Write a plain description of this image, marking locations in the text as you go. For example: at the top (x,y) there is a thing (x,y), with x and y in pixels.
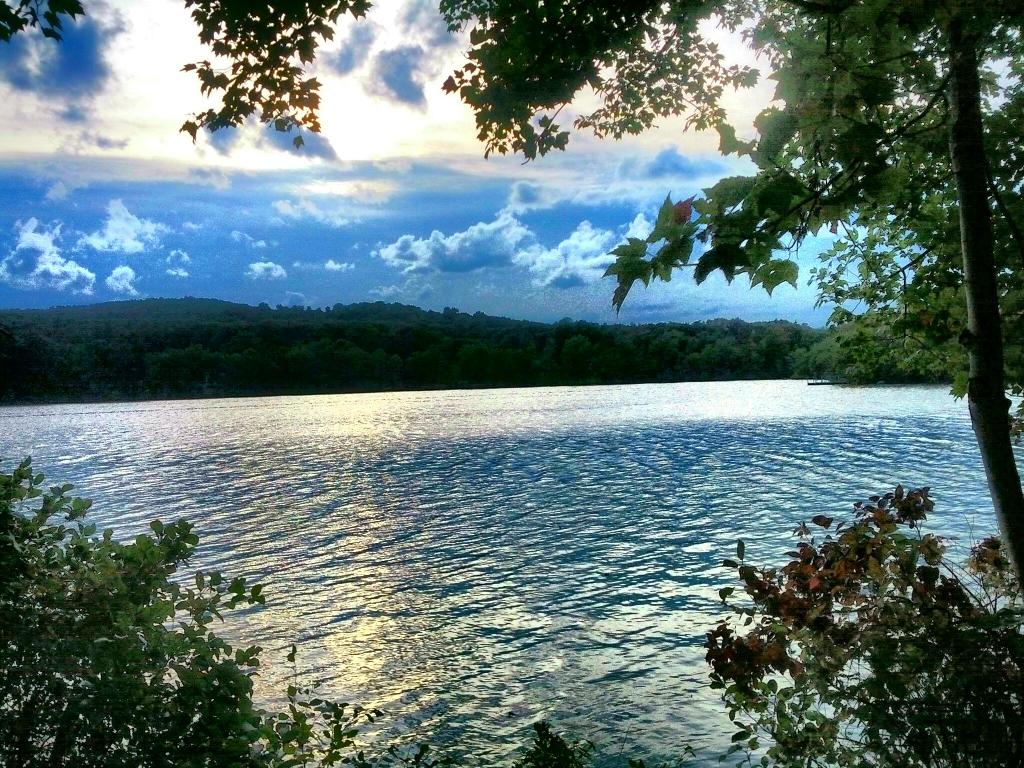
In this picture we can see few trees (812,140), water (275,520) and clouds (439,250).
